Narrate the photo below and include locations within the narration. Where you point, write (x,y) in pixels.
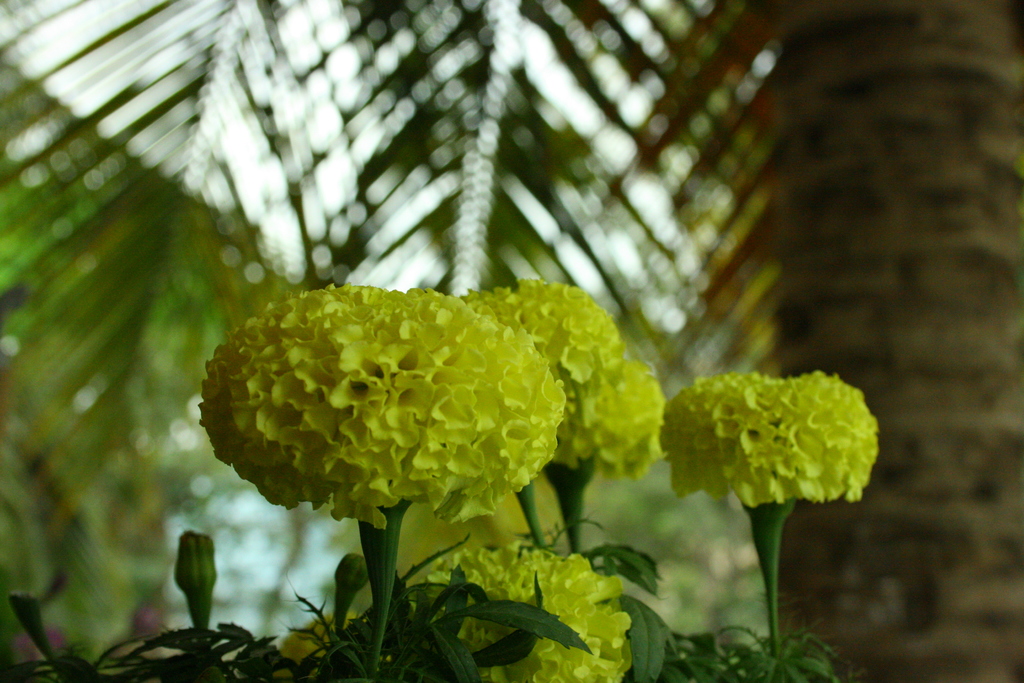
In this picture I can observe flowers (393,414) in the middle of the picture (446,408). In the background (682,371) I can observe some trees (471,259).
